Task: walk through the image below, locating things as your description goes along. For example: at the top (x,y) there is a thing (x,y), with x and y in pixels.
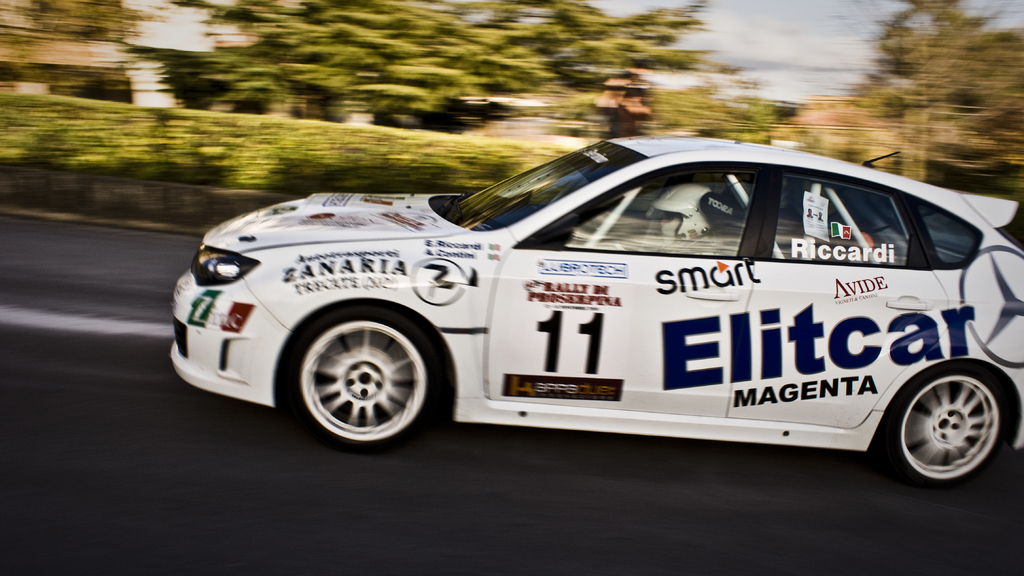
In this image, I can see a car (332,376) on the road (197,431). In the background (122,110), I can see the trees (905,120) and bushes (319,188). I can see a person (689,200) sitting inside the car (649,241).
